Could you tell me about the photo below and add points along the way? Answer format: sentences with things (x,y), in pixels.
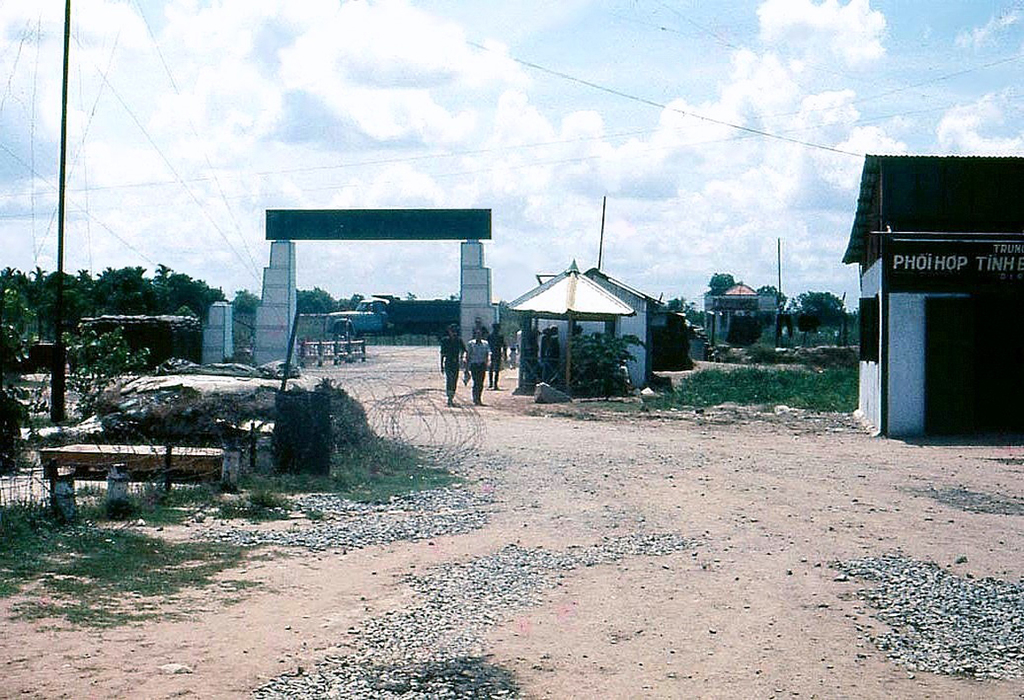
In this picture I can see the path (526,451) in front (350,386), on which I see few people (455,355) and I see the grass (390,473). On the left side of this image (6,476) I see the fencing (174,466) and I see the grass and few plants (86,330). In the middle of this picture (586,348) I can see few more plants (598,374), number of trees (111,287) and number of buildings (765,306) and I can see the arch (428,210). In the background (354,186) I can see the sky (201,169).
